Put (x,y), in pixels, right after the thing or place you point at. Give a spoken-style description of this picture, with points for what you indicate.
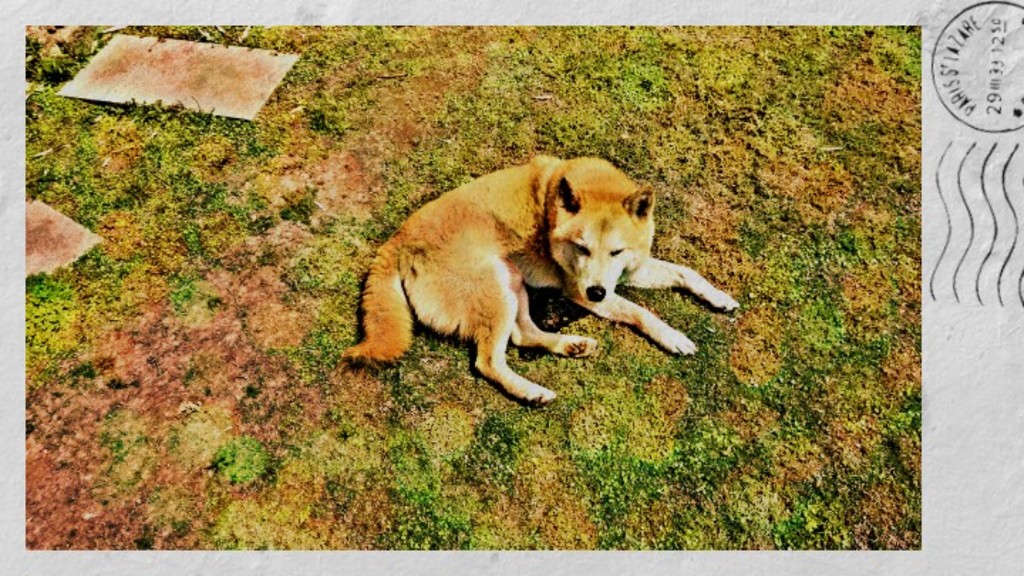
In this image we can see a dog (457,292) on the ground (102,343), on the right side of the image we can see the text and there is some grass (393,482) and stones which looks like the marbles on the ground (902,324).
